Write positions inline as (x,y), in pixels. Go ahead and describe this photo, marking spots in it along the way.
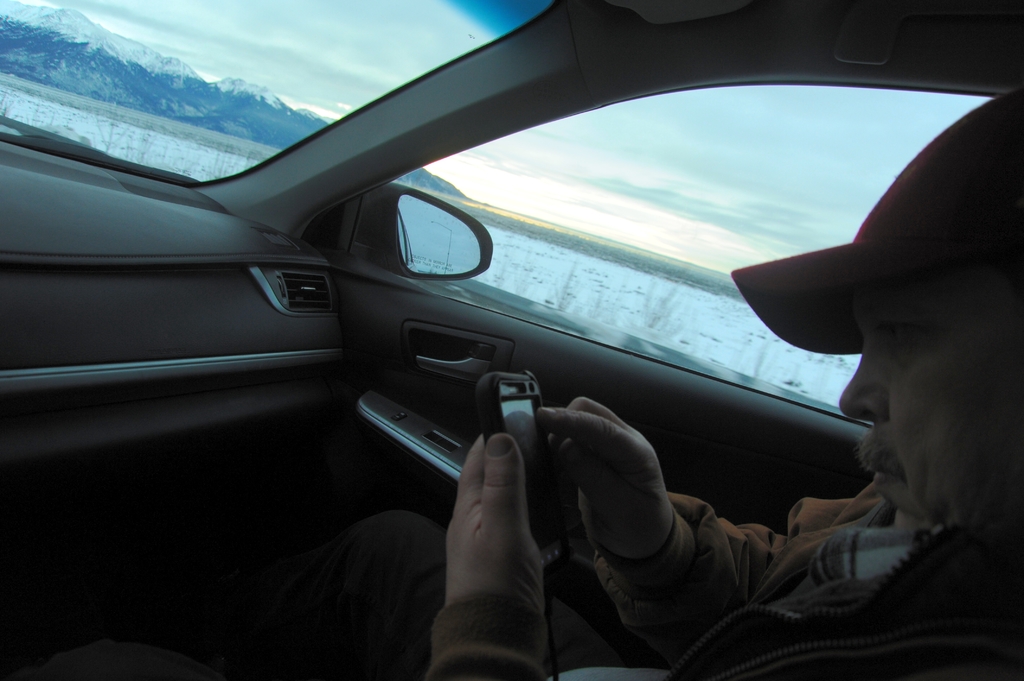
in a car (633,395) there was a person (602,518) holding a phone (531,493), outside the car (454,213) we can see the cloudy sky (610,113) along with the mountains (200,98) and snow (652,287).
